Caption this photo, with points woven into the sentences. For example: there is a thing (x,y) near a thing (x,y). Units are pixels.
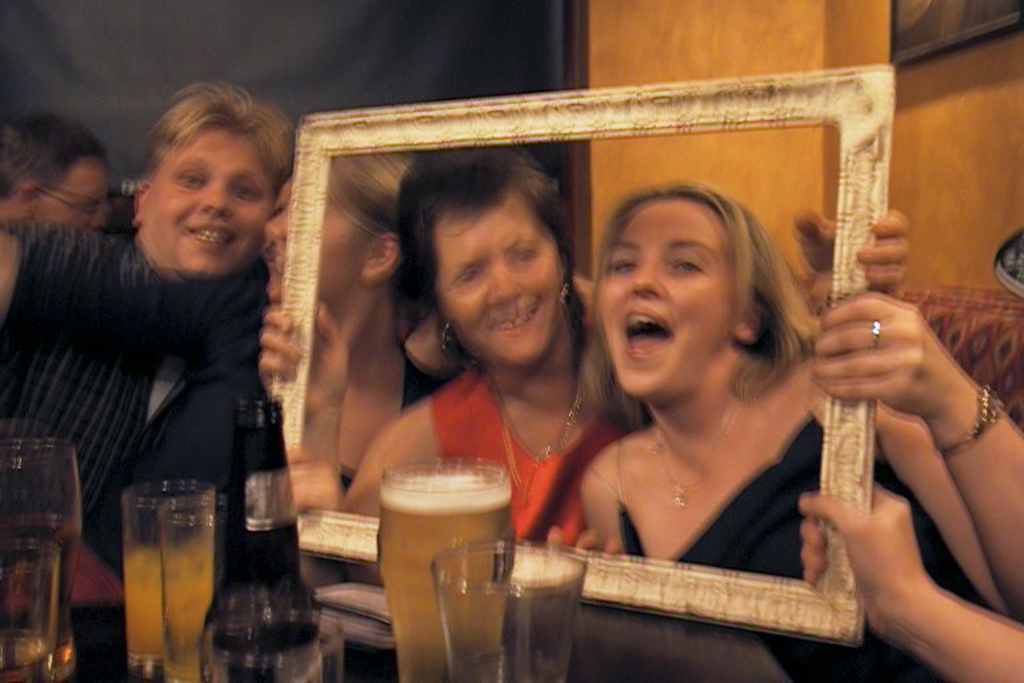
In the center of the image (430,431) we can see people (615,422). On the right (695,457) there are two ladies (679,444) holding a frame (766,99). In the background (768,135) there is a wall (583,54). At the bottom (554,642) we can see table (674,643) and there are glasses (399,604) placed on the table (681,627).
